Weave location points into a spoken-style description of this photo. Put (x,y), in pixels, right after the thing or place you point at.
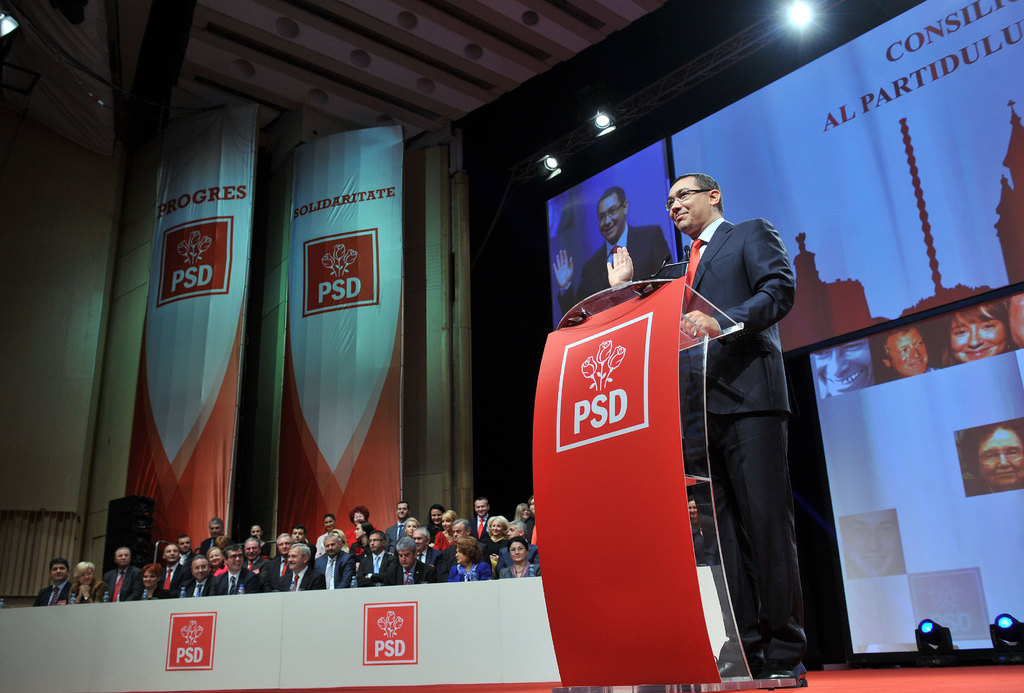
On the right (745,361) there is a man (714,381) standing at the podium (604,442). In the background (300,566) there are few people (277,553) sitting on the chairs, hoardings (161,530), wall (43,339), lights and a screen (727,136).
